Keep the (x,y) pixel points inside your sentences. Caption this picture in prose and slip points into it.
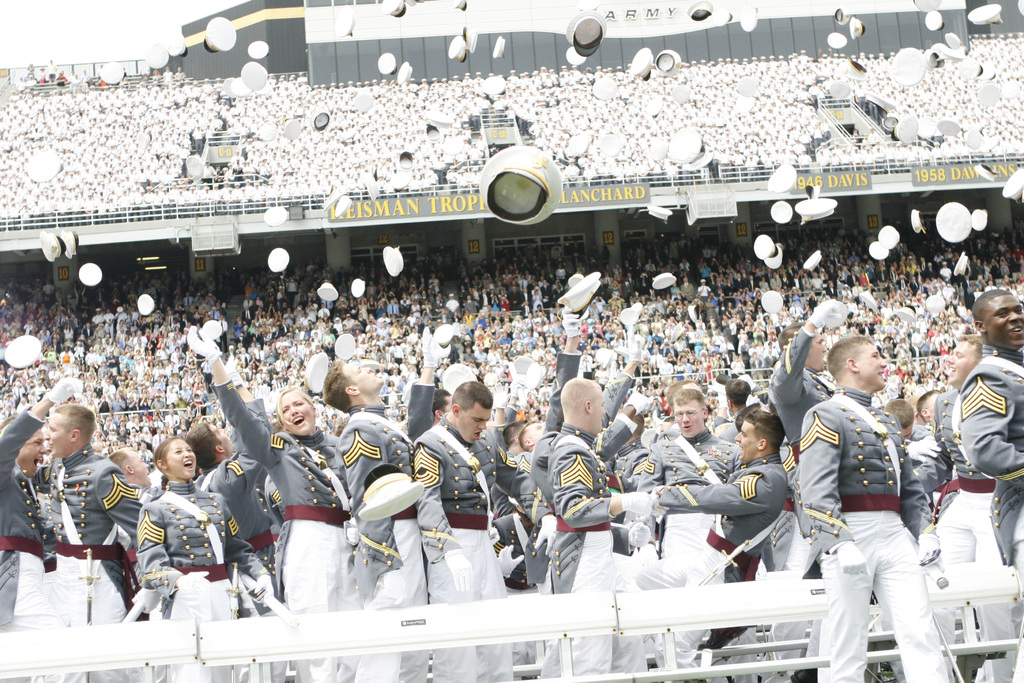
In this picture we can see a fence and a group of people (583,493), here we can see name boards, caps (394,485), pillars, lights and some objects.
